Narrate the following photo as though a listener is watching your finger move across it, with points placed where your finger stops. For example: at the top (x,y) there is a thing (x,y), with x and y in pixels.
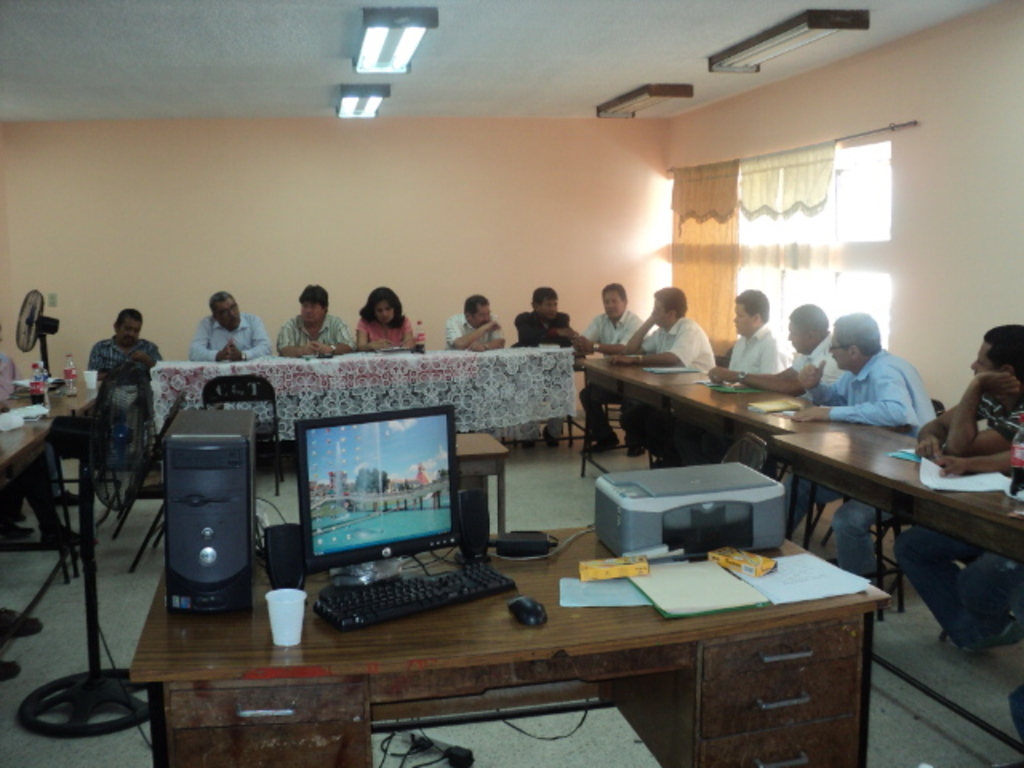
In this image i can see there is a group of people (650,318) who are sitting on a chair (245,385) in front of a table (474,377). On the table (370,630) we have a monitor (369,555), a keyboard (393,602), a CPU (224,557) and other objects (572,582) on it.
